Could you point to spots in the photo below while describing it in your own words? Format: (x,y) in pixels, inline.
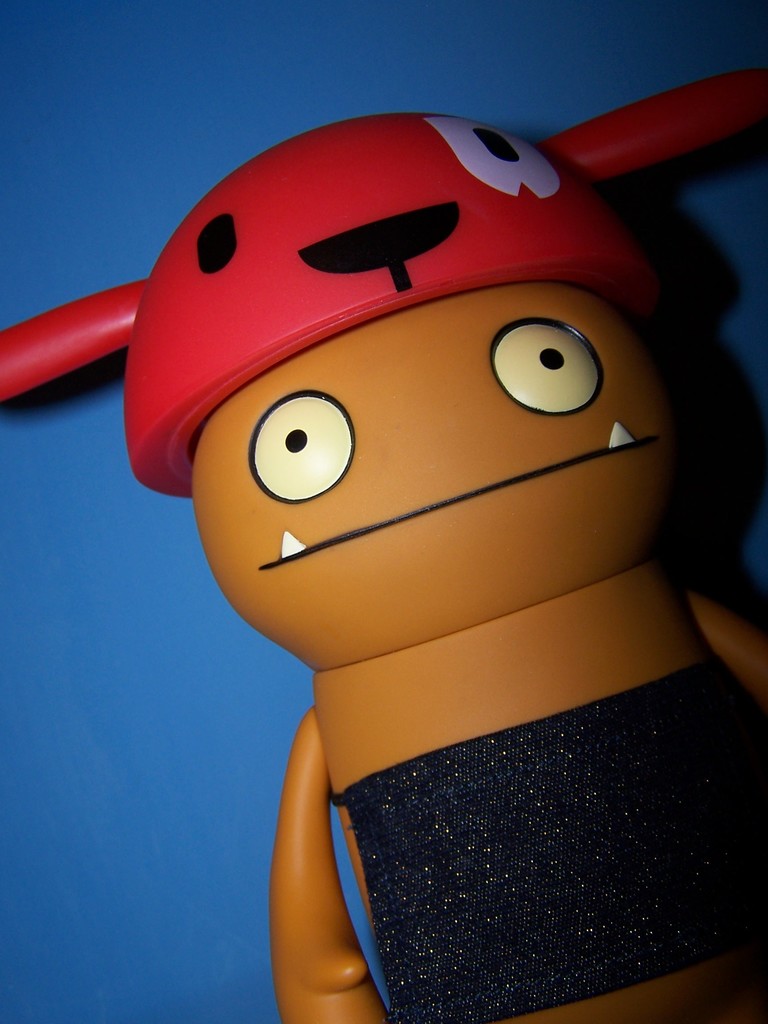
In this image we can see a toy (377,827). In the background (149,796) it is blue color.
